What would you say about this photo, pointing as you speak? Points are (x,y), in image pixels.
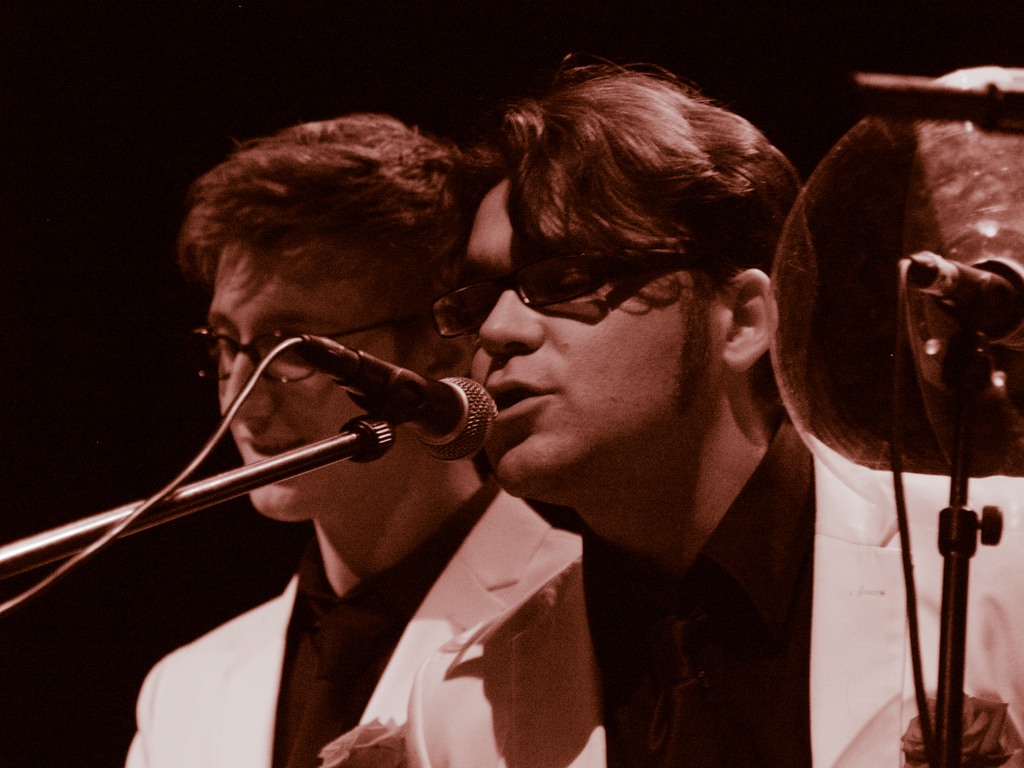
This is a zoomed in picture. In the foreground (584,634) we can see the two persons (358,571) wearing suits (523,625) and we can see the microphones (472,415) are attached to the stands (965,635). The background of the image (20,623) is very dark.
